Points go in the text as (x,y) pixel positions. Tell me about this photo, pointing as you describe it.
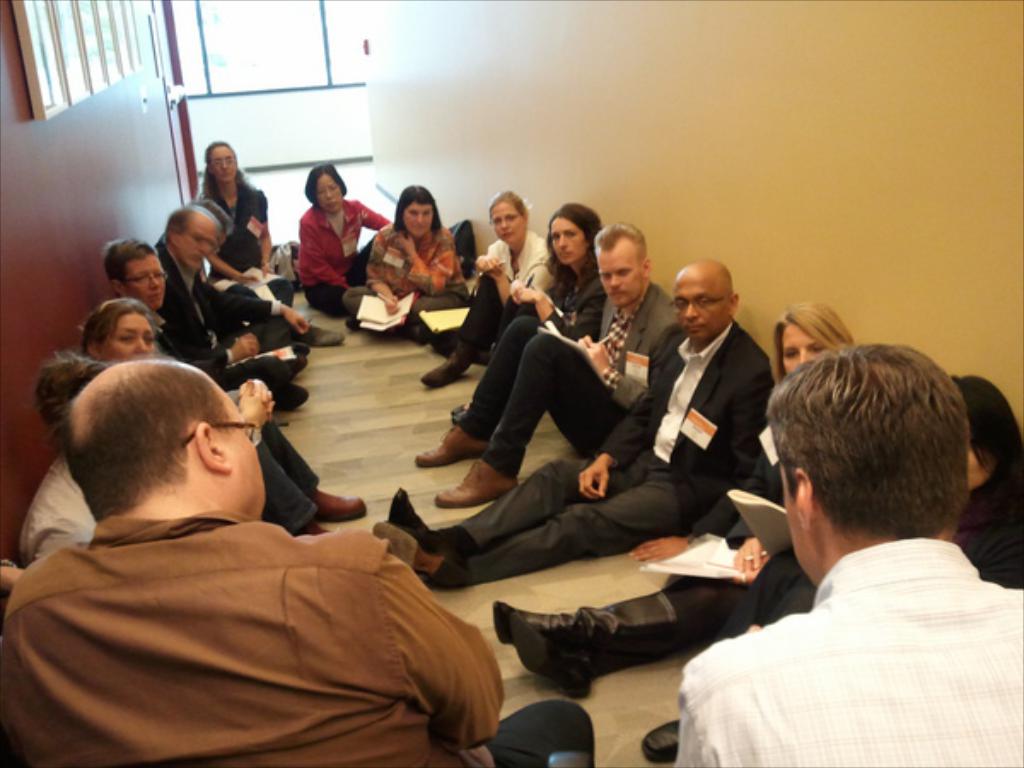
In the image there are few people (867,543) sitting on the floor (394,481). And they are holding a few papers (368,302) and books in their hands (754,574). And also there are cards (690,429) on their jackets (685,458). Behind them there are walls (19,147) with windows (105,43) and doors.
